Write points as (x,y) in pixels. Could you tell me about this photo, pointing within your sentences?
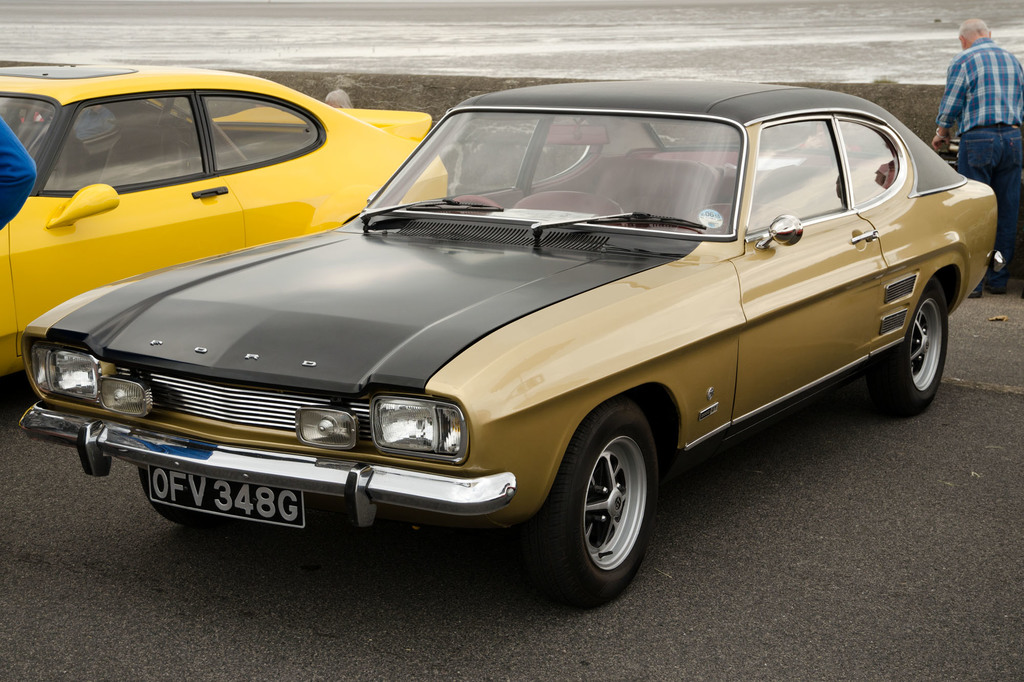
In this image we can see two vehicles (525,316) parked on the ground (855,545). In the background (1011,109), we can see two persons (987,98) standing and the water (545,5).
